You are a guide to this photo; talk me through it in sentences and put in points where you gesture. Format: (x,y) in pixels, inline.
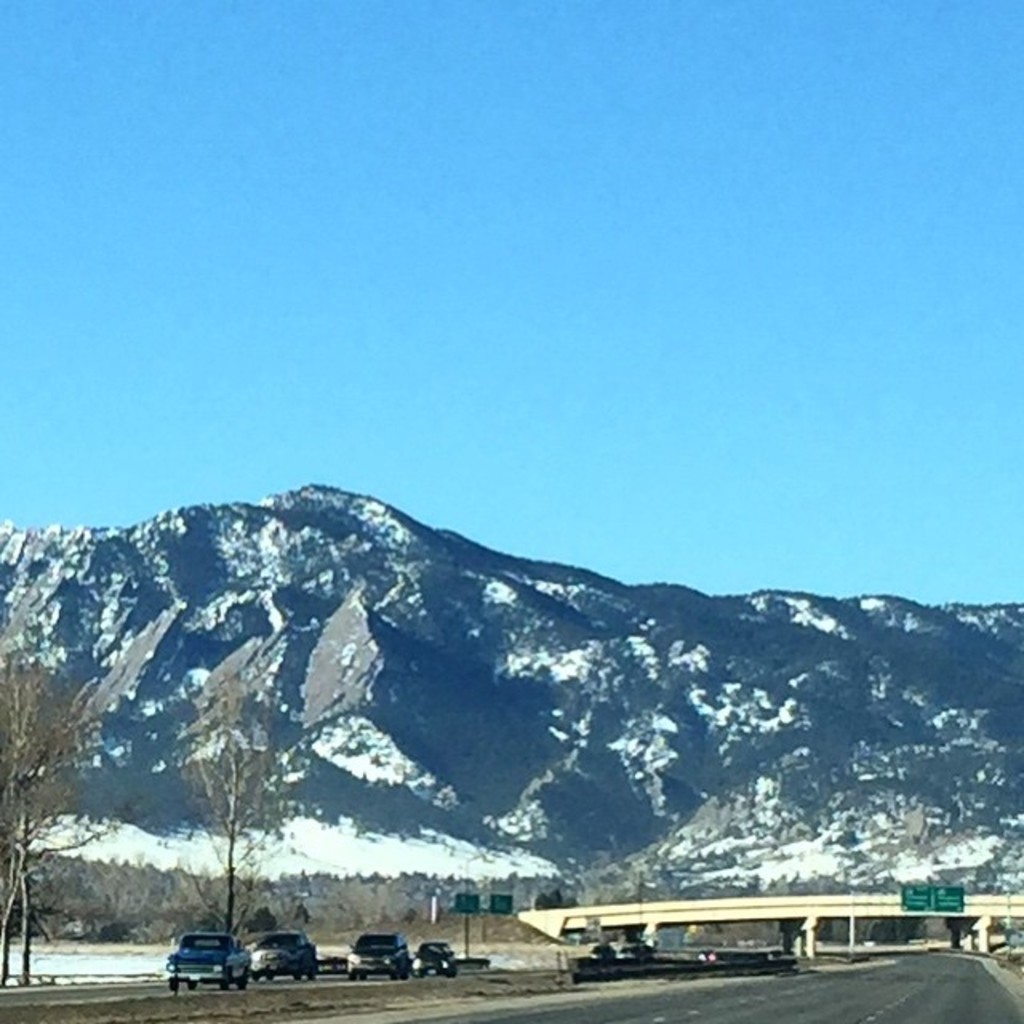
In this picture I can see few cars (205,959) moving on the road (249,984) and I can see trees (148,880) and few boards (926,908) with some text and I can see a bridge (978,909) and I can see a hill (584,598) and a blue sky (503,269).
